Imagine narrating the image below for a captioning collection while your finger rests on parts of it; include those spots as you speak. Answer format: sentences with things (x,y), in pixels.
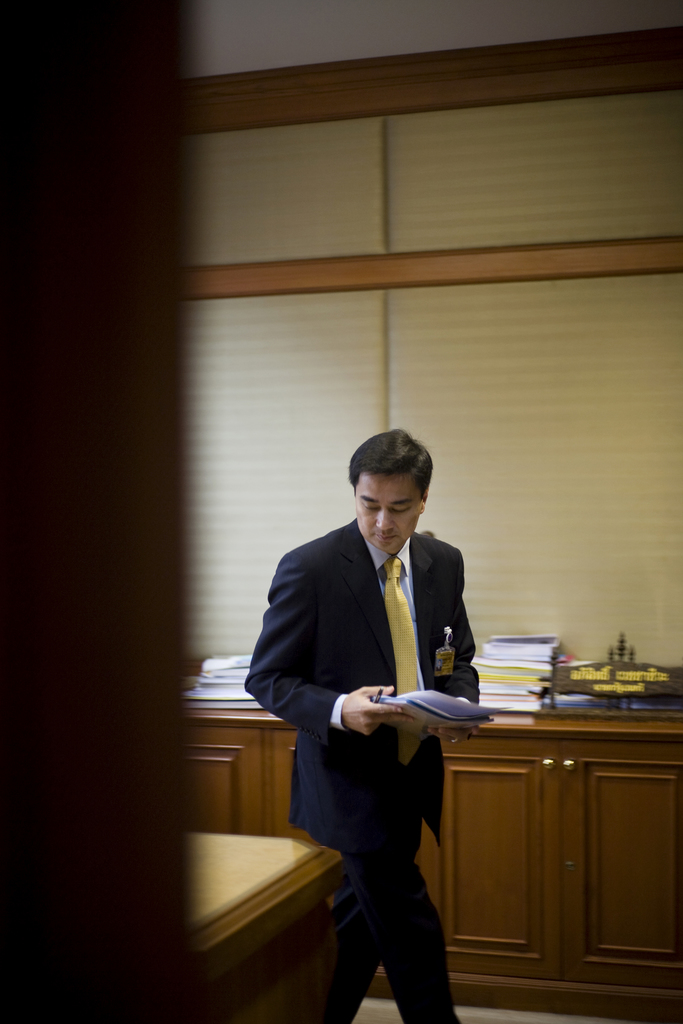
In the background (440,205) we can see the wall (290,188). In this picture we can see a board (661,670) and objects (519,653) on a platform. We can see cupboards (596,809). We can see a man (419,729) wearing a blazer (458,619) and he is holding a pen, papers (422,721). On the left side of the picture (8,597) we can see an object (252,853).
